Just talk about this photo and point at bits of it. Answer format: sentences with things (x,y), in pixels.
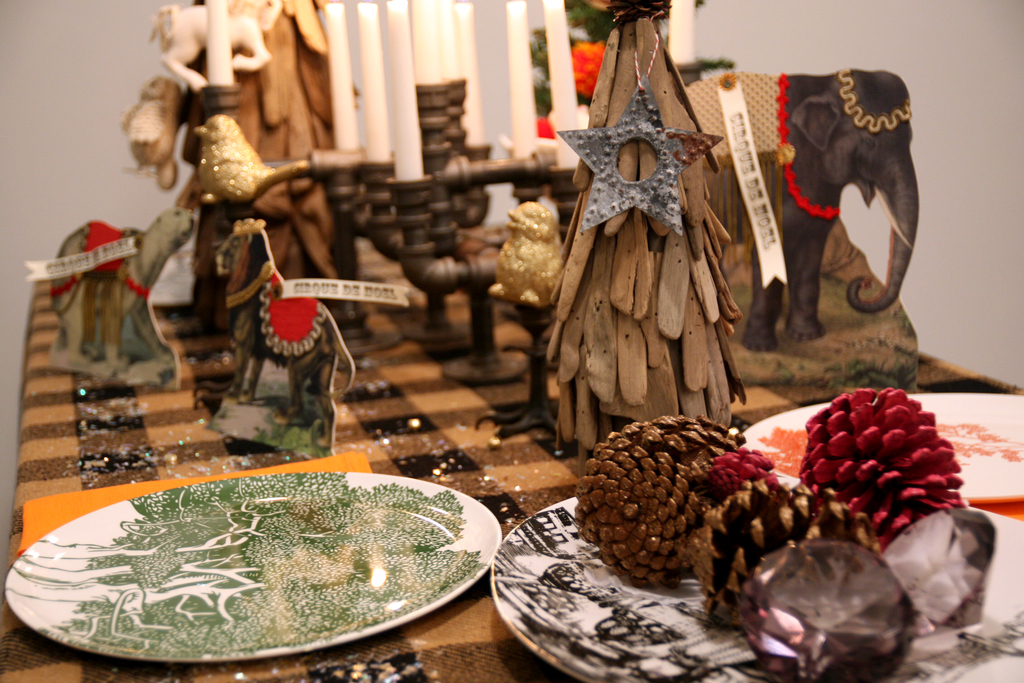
In this image, we can see candles (371,83) and decorative items (547,412), plates (526,536), a cloth (111,457) are placed on the table (465,657) and there is a plant (594,16) and a wall (945,105), in the background (950,194).
